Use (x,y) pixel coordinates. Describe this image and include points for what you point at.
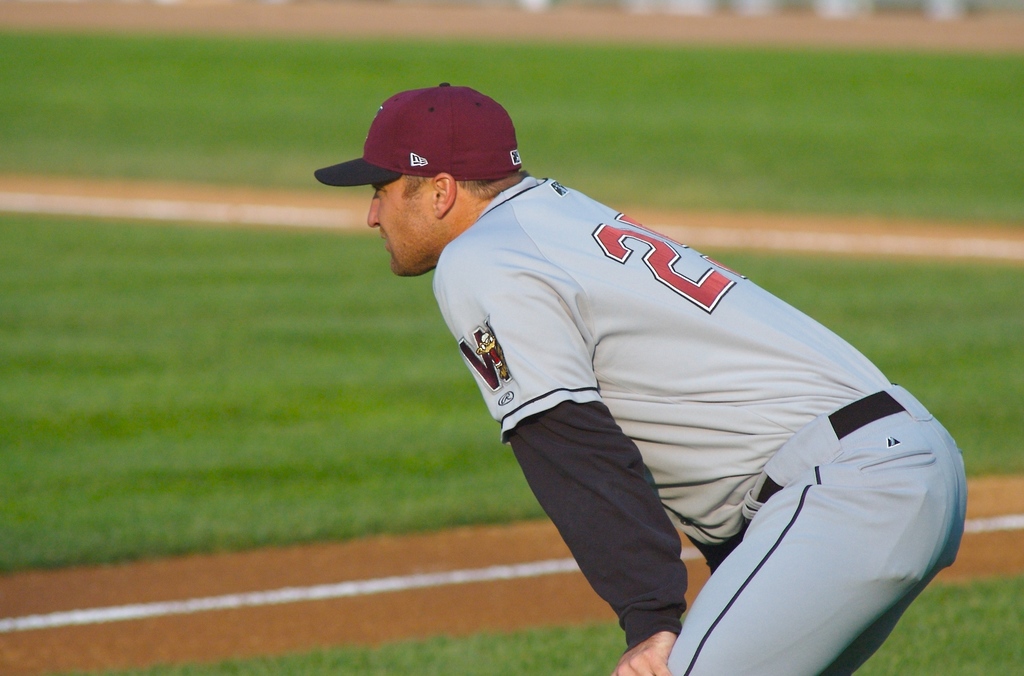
As we can see in the image there is grass (815,62), a man (947,492) wearing cap (447,115) and white color dress (722,330).
